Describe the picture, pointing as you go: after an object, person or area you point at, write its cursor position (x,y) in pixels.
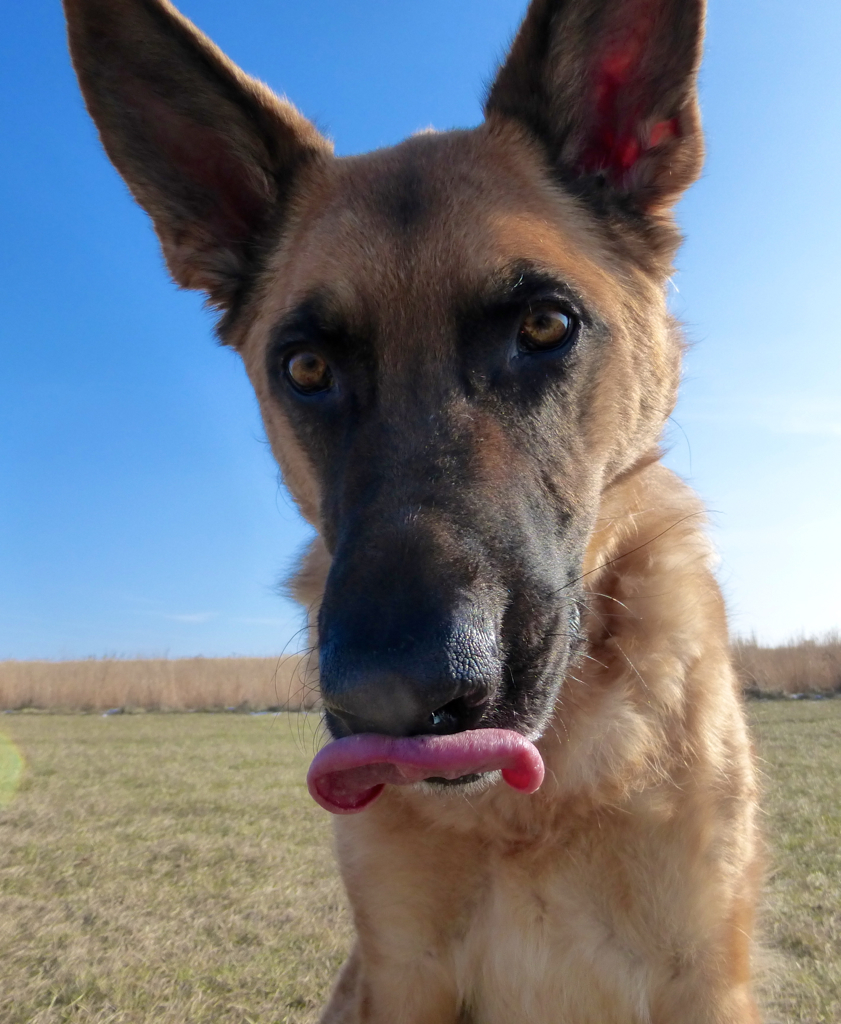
In this picture we can see a close view of the brown dog (523,742) sitting in the front (555,814) and looking at the camera. Behind we can see some dry grass (158,682). On the top (276,49) there is a blue clear sky (119,424).
